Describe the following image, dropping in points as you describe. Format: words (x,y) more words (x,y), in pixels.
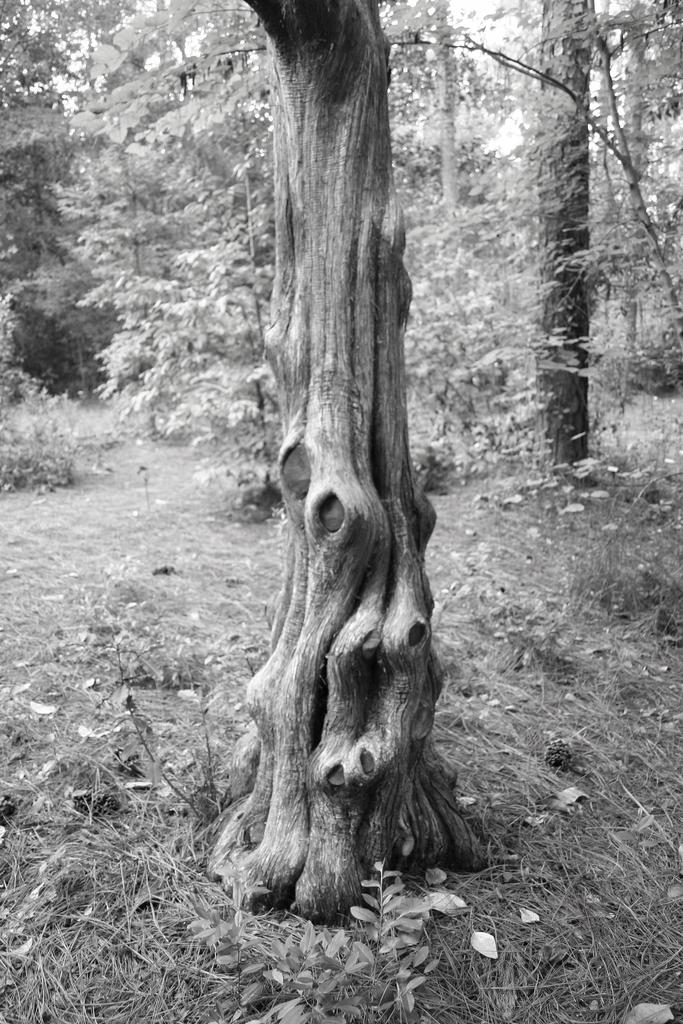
This is a black and white image. I can see the tree trunk (339,503). I can see the grass (173,652) and the trees (136,188) with branches (592,122) and leaves (209,125).
